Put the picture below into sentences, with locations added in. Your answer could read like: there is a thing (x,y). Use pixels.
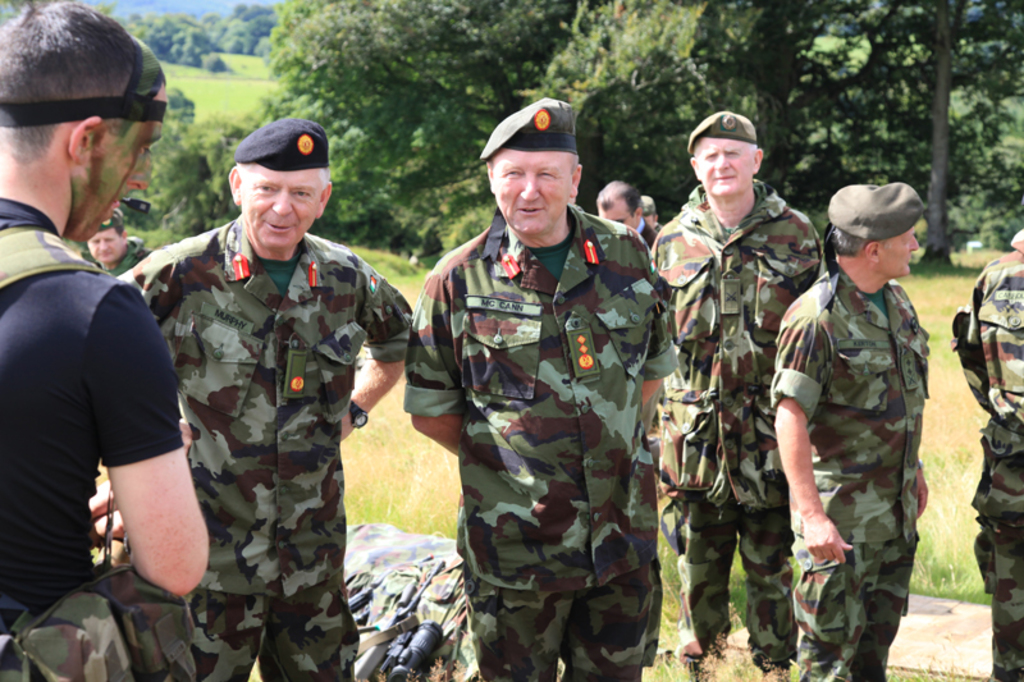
This picture is clicked outside. In the foreground (857,437) we can group of people (586,278) wearing uniforms (450,350), hats (278,142) and standing on the ground (980,421). On the left corner (60,269) there is a person (77,367) wearing black color t-shirt (69,413) and standing on the ground (390,404). In the center (362,229) we can see the trees (766,67) and the grass (392,423) and there are some objects (422,617) placed on the ground (961,286). In the background (298,43) we can see the trees (200,49).
